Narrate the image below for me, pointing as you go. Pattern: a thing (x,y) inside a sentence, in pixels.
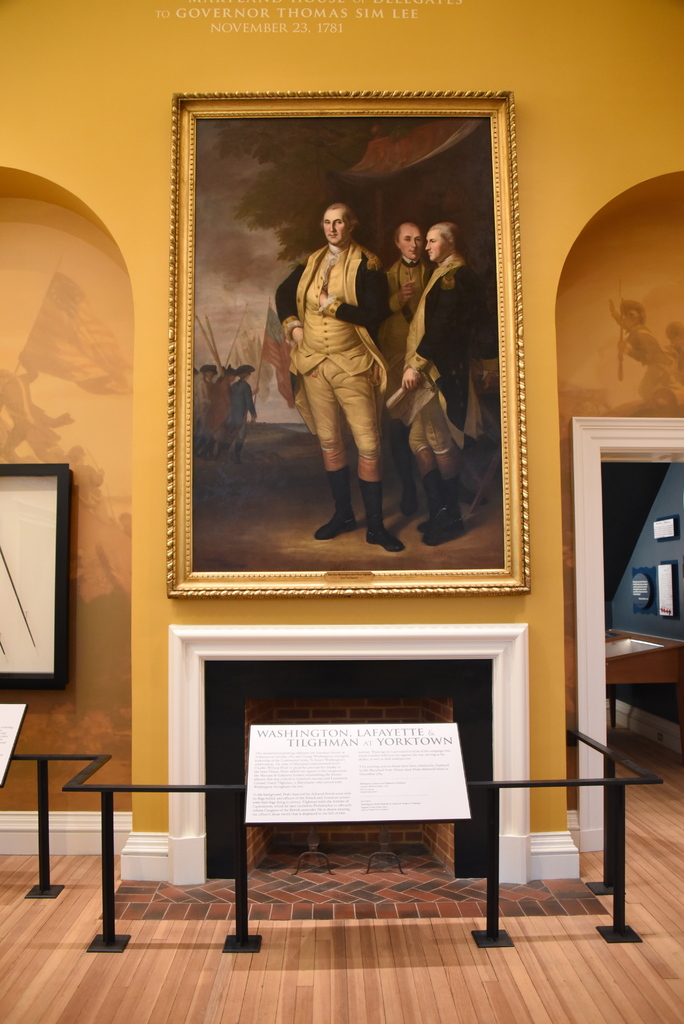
This is an inside view. At the bottom (47,813) there is a railing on the floor (330,984) and a board (318,805) is attached to the railing (175,787). On the board (320,781) I can see some text (294,809). In the middle of the image (320,583) there is a photo frame (283,407) attached to the wall (95,164). On the left side (31,555) there is a frame (22,574) also attached to the wall (121,464). In the background (641,668) there is a table (635,675), at the top of it few frames (647,592) are attached to a wall (655,543).
